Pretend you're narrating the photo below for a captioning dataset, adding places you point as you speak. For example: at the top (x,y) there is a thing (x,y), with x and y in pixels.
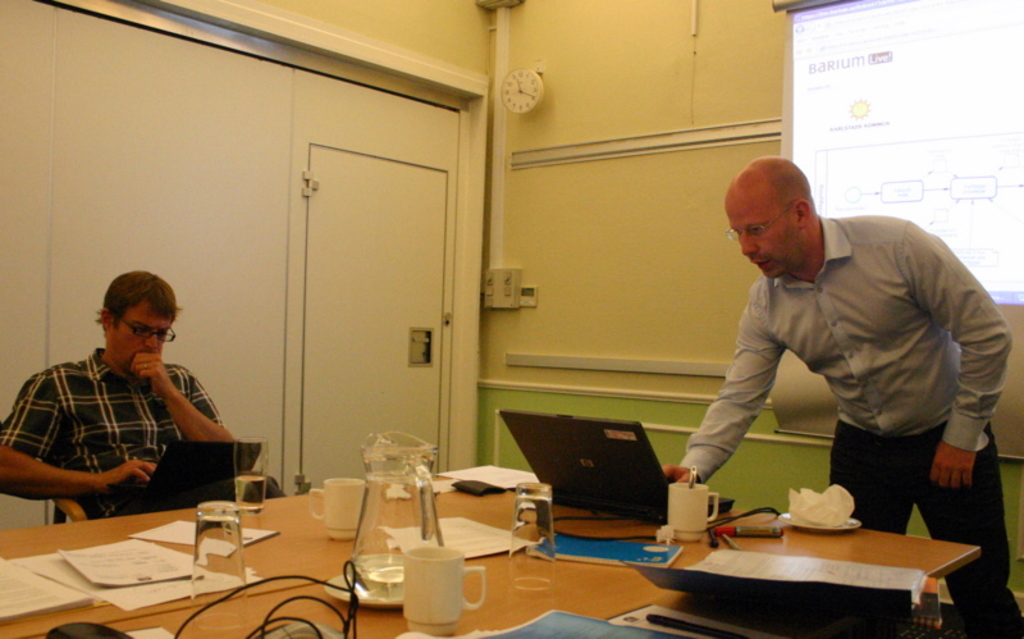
In the picture we can see a two men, one man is sitting on a chair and holding a laptop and working on it and another man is standing near the table (22,548) and holding a laptop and working on it. On the table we can find glasses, cup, jar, papers (49,606), wire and some things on it. In the background (641,334) we can see a screen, wall (597,327), door (339,294) which is white in color and a clock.
